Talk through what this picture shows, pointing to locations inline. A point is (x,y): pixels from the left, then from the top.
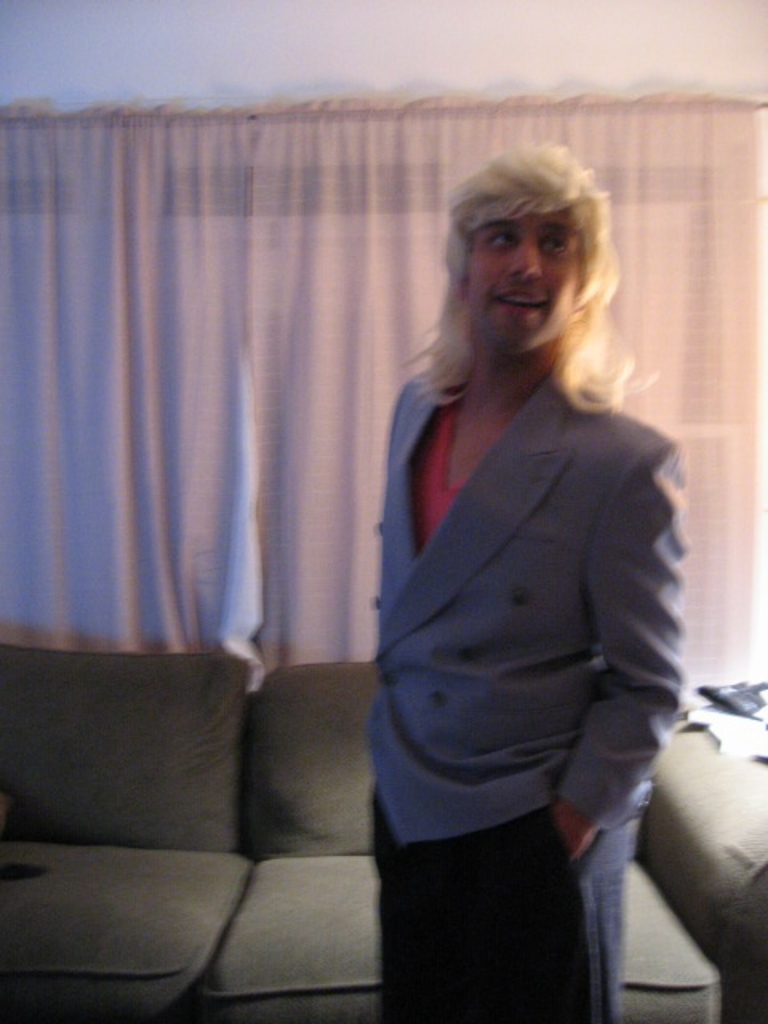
This is the picture of a person (494,631) in a grey blazer (505,589) standing on the floor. Behind the person (450,997) there are sofas (170,809), curtains (128,353) and a white wall (485,60).
